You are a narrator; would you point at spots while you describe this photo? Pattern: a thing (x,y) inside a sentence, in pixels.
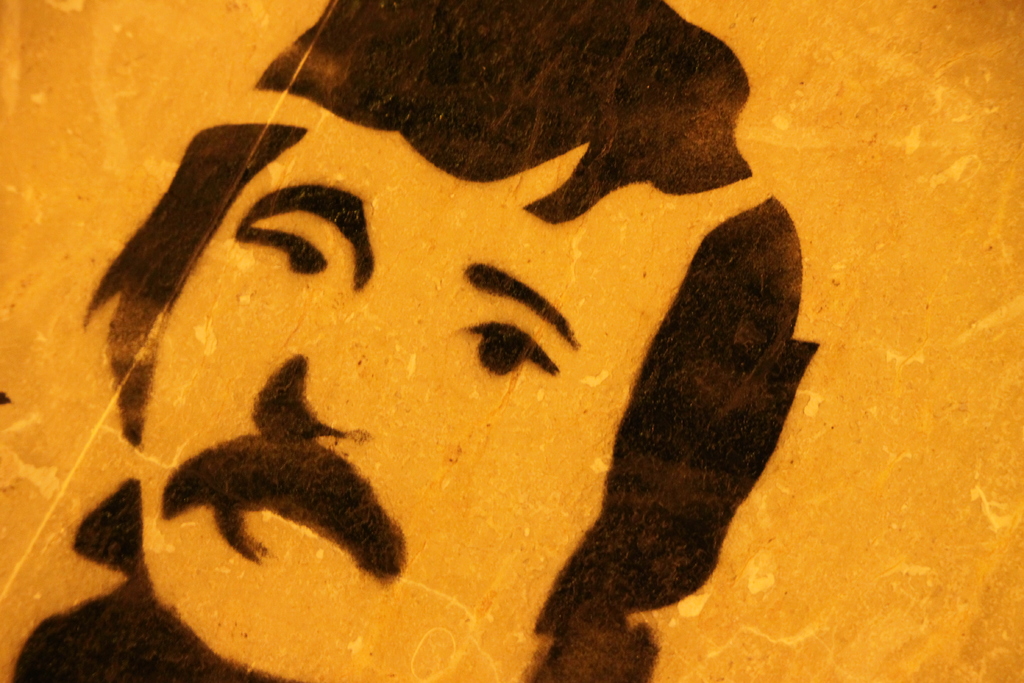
In this picture we can see an art (682,430) of a person face (221,183).
